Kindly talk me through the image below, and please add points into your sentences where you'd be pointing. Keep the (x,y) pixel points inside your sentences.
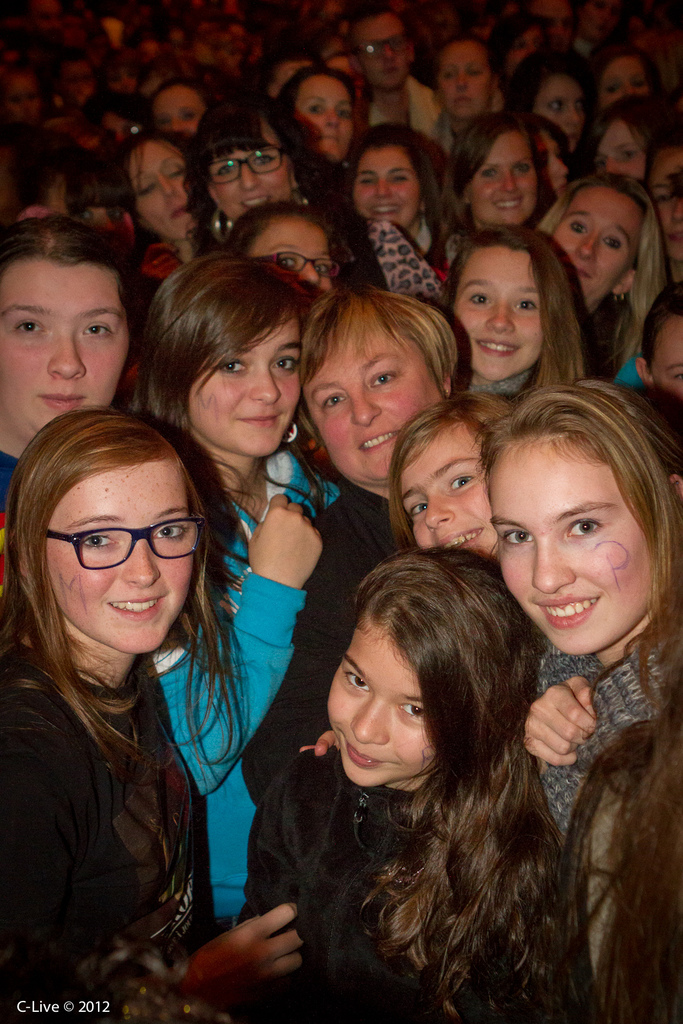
In this image I can see a group of beautiful ladies (441,416) are smiling, at the bottom (26,1012) there is a water mark (18,1010).
